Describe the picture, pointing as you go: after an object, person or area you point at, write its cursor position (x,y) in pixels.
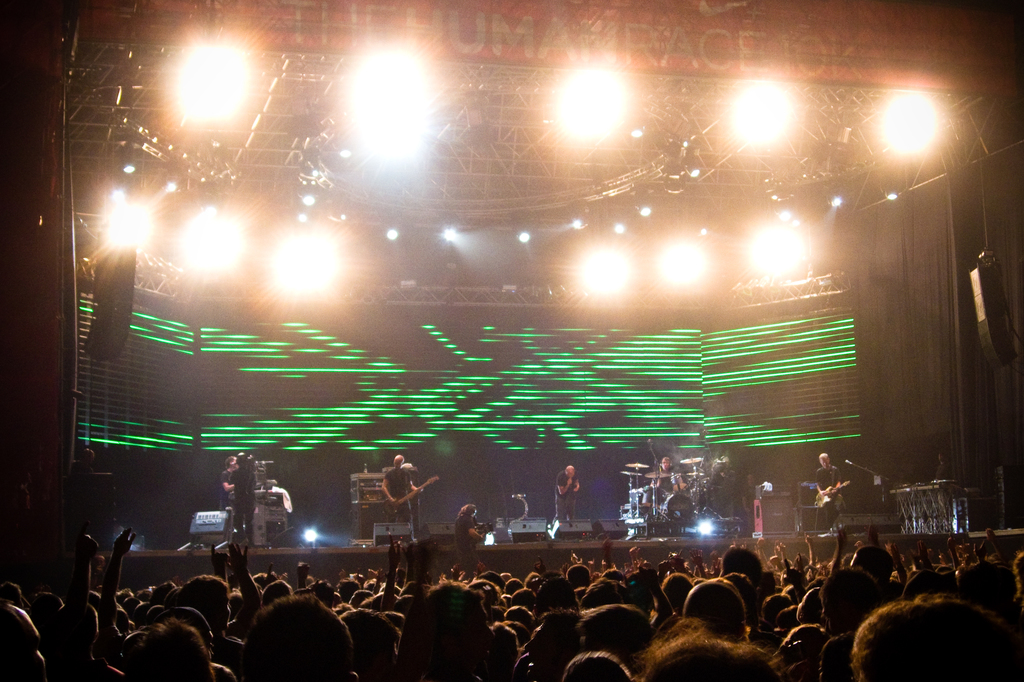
In this image at the bottom (431,643) there are some people (354,625), and in the center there are some persons (829,515) who are standing and some of them are holding guitars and some of them are playing drums (701,479). And also there are some mike's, musical instruments (227,529). On the top of the image (226,74) there are some lights (781,219), and in the center (569,378) there is a screen (604,378).
